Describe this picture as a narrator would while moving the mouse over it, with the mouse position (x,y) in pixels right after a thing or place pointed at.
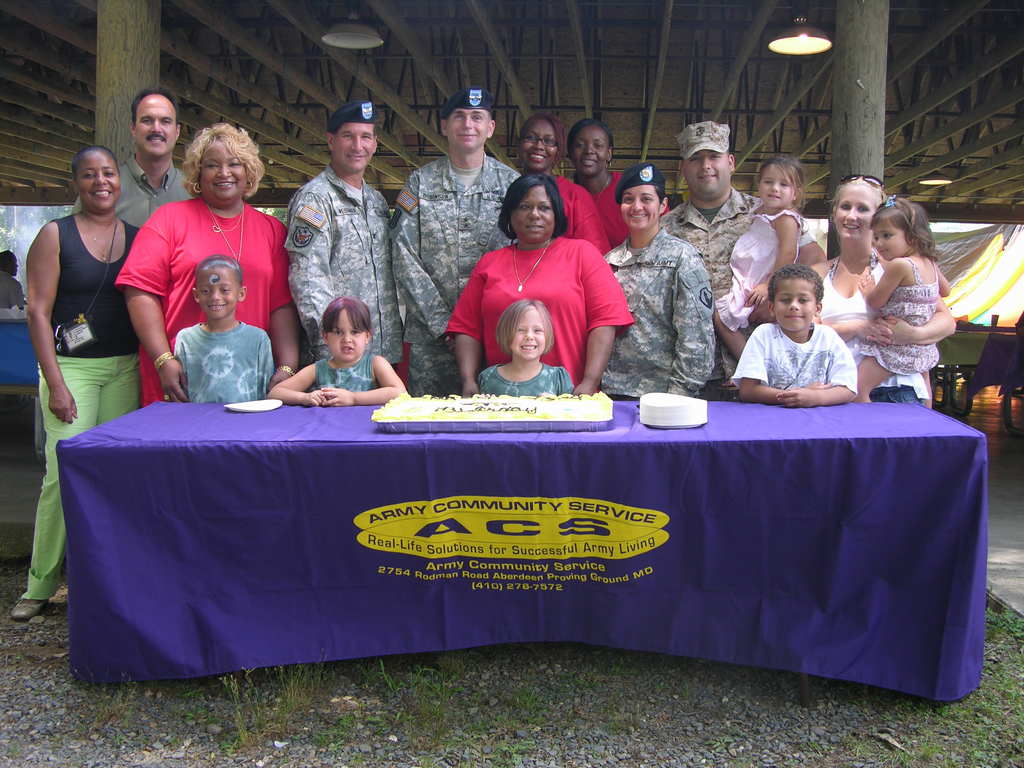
In this picture we can see some people (363,314) standing in front of a table (683,431), there is a cloth (656,445), cake (543,412) and other things (666,408) present on the table (633,408), in the background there are two pillars (879,140), we can see a light (803,46) at the top of the picture (790,40), at the bottom (773,725) there is grass (918,718) and stones (787,721).
